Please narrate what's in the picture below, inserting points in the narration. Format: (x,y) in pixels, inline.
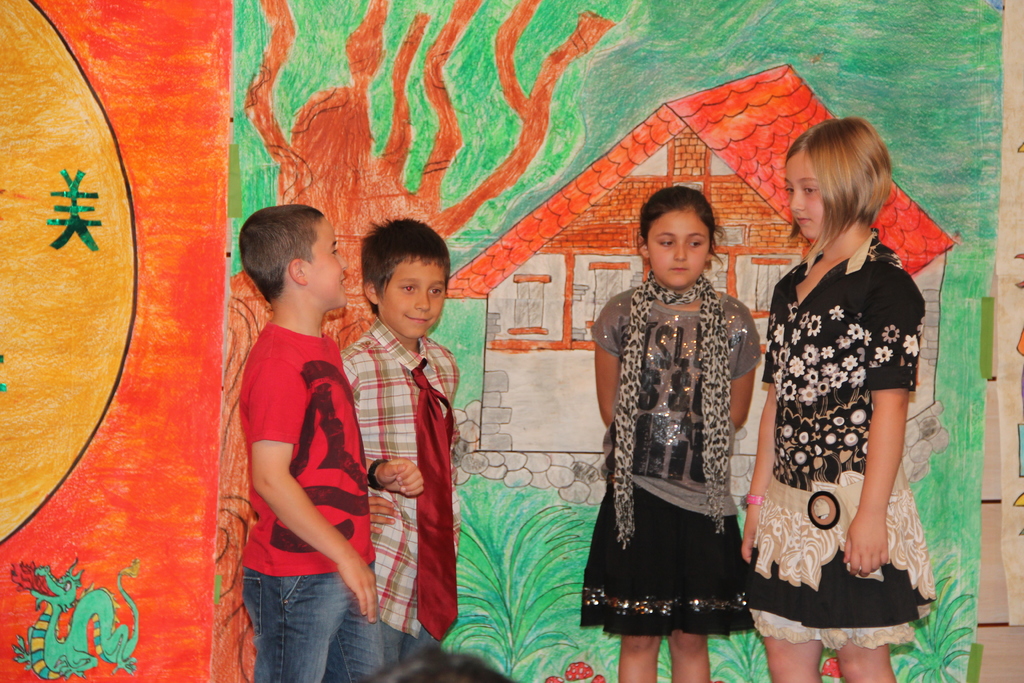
In this image we can see a group of children (645,362) standing. On the backside (523,355) we can see the drawing (561,366) of a house (558,411), the sun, plants (525,515), tree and an animal (103,646).
